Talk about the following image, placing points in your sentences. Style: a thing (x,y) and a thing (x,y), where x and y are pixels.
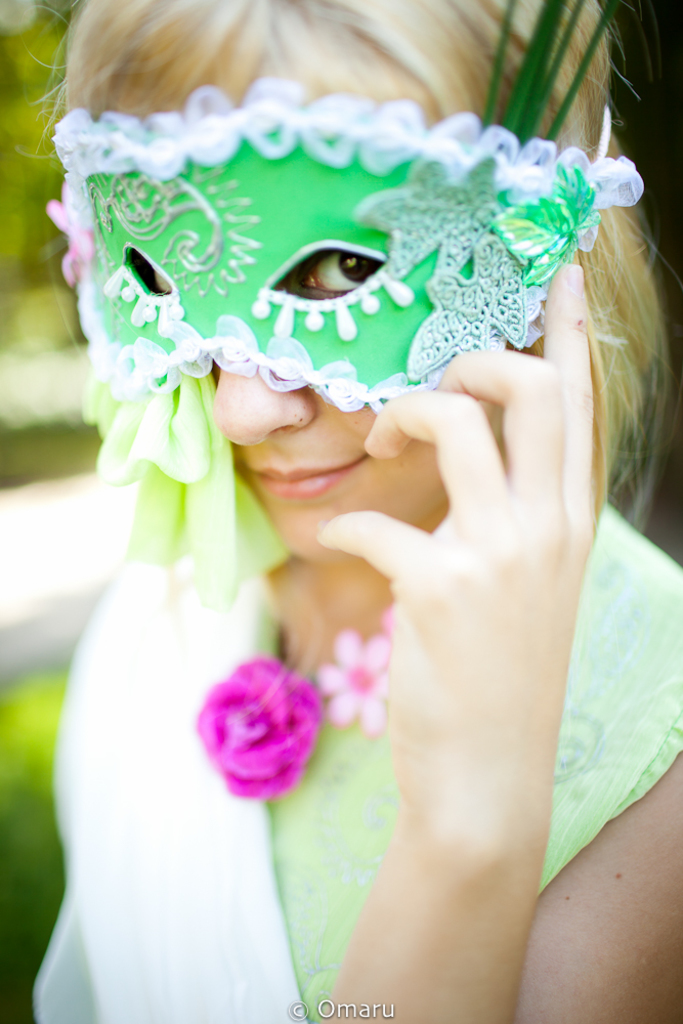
As we can see in the image in the front (438,591) there is a woman (312,367) wearing green color dress (589,695) and mask (377,289). The background (24,183) is blurred.
